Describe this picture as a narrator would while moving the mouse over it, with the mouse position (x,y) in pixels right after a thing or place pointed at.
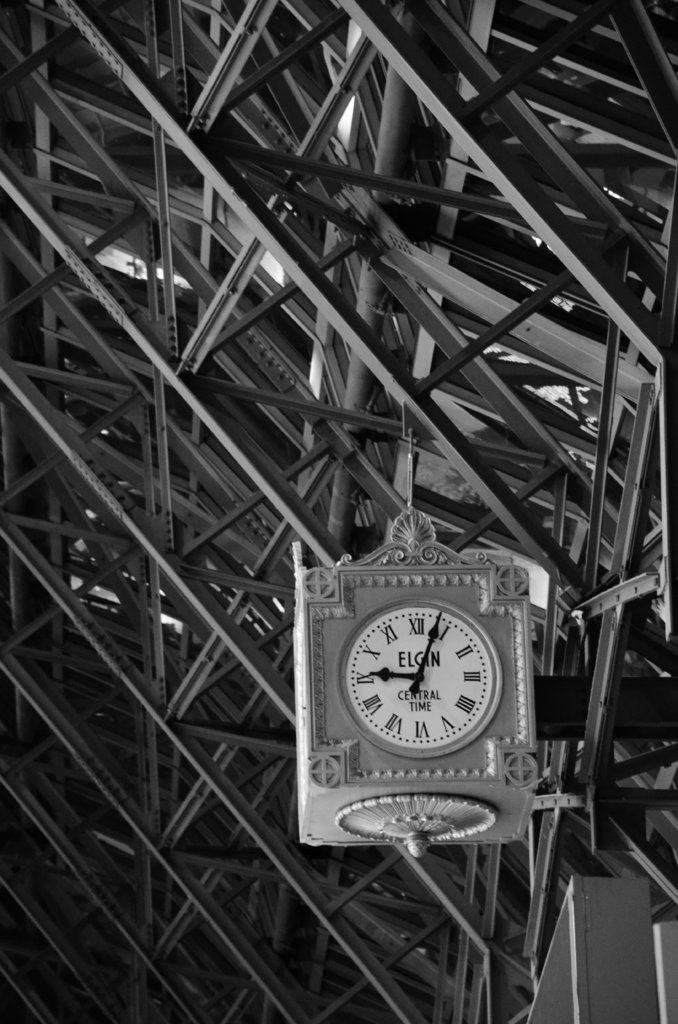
In this image we can see a black and white picture. In the picture there are iron grills (317,437) and clock (352,834).
